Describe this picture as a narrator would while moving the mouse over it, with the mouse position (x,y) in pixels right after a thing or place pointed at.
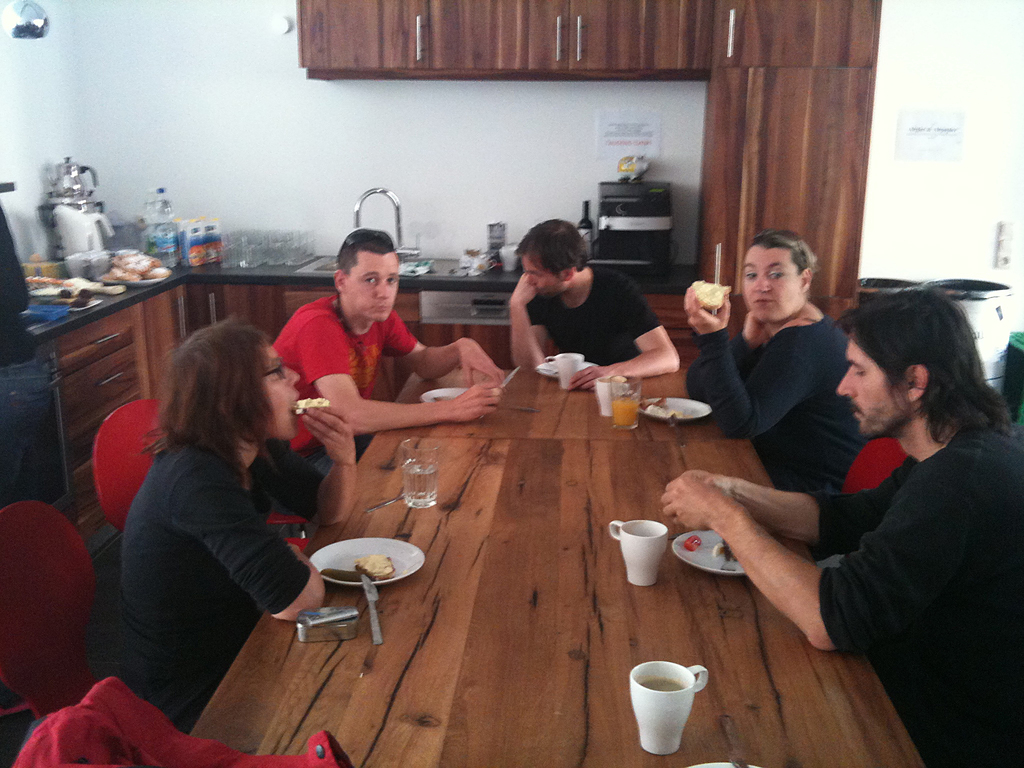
There are many persons (596,311) sitting on chairs (121,501) around a table (575,630). On the table (585,570) there are cups (636,533), plates (385,547), knives (368,579) and food items (377,565). In the background (233,125) there is a wall (434,120). And a cupboard (183,287) with a table (206,274). On the table (187,268) there is a jug (83,236), bottle (158,226) and many other items (636,198).
